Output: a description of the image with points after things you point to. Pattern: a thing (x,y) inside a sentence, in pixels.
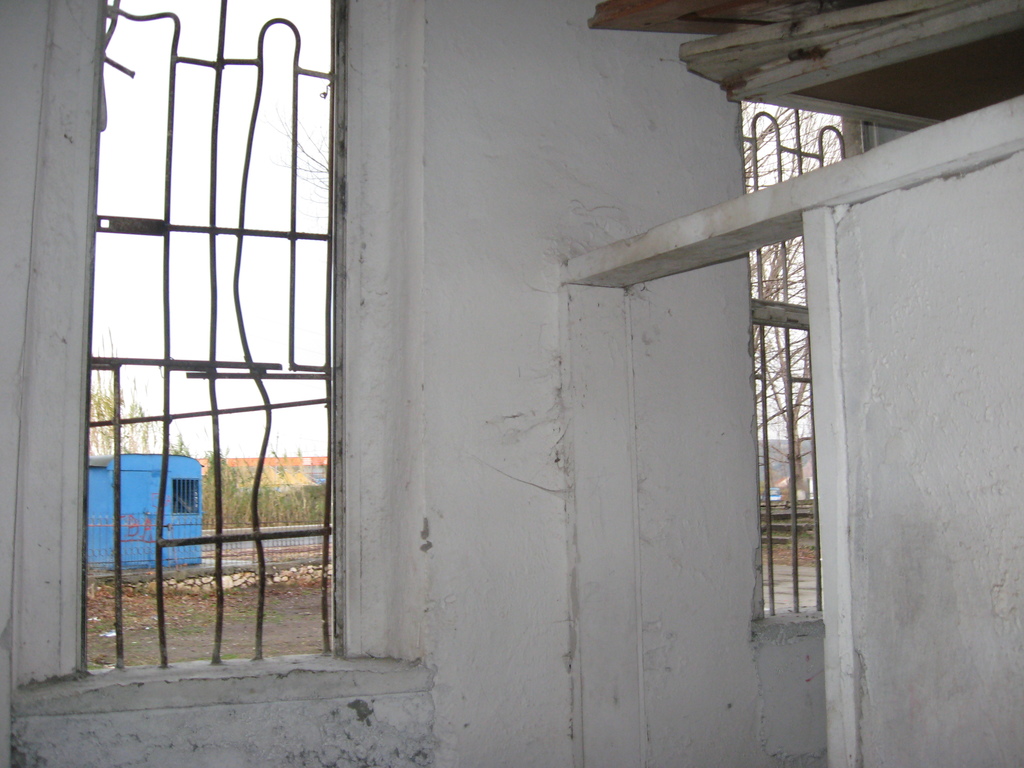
In this picture we can see a wall (672,590) and windows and in the background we can see trees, stones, sky (315,289) and some objects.
